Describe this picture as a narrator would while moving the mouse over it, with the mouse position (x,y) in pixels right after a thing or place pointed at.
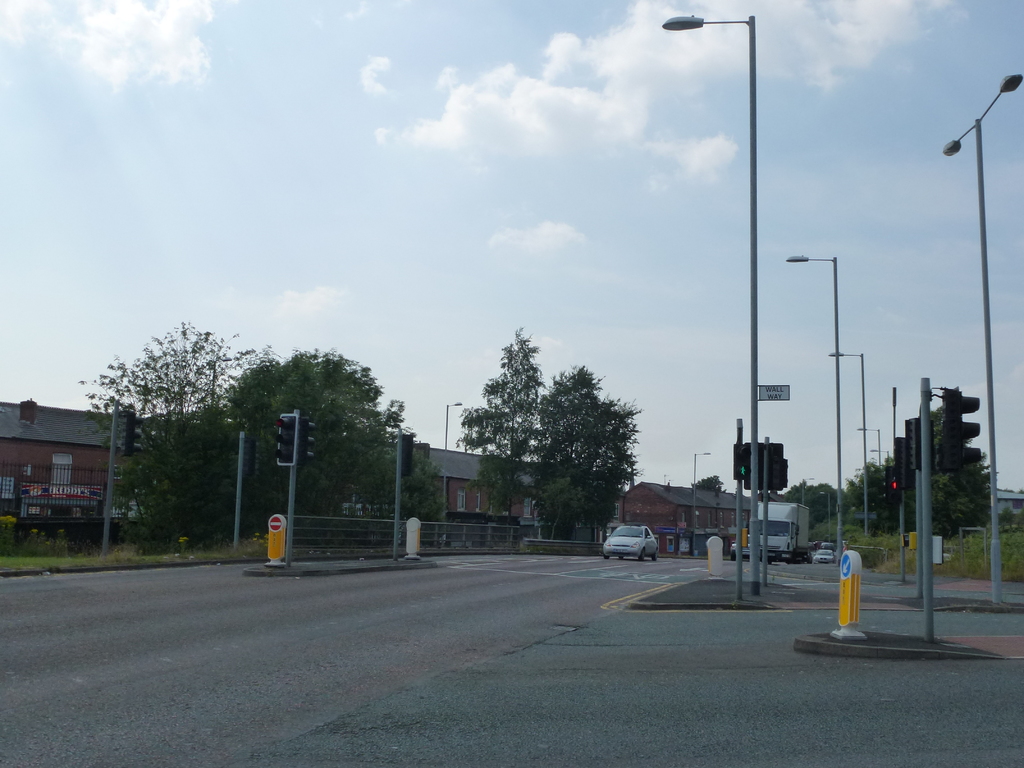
In the image we can see there are street light poles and there are traffic light poles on the ground (409,581). There are vehicles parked on the road (430,738) and there are trees (321,435). Behind there are buildings (72,447) and there is a cloudy sky (635,148).
